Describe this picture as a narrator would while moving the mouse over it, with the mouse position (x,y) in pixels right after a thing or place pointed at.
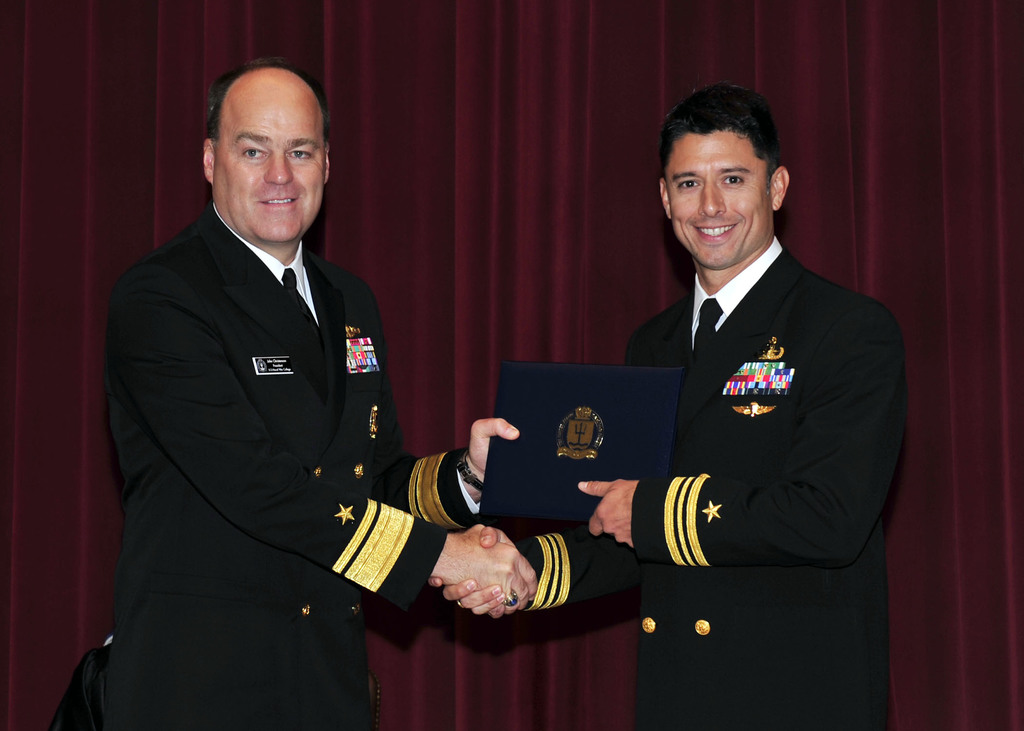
In this picture, we can see two persons (504,428) holding an object (508,513) and shaking their hands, we can see cloth (539,194) in the background (626,157).
